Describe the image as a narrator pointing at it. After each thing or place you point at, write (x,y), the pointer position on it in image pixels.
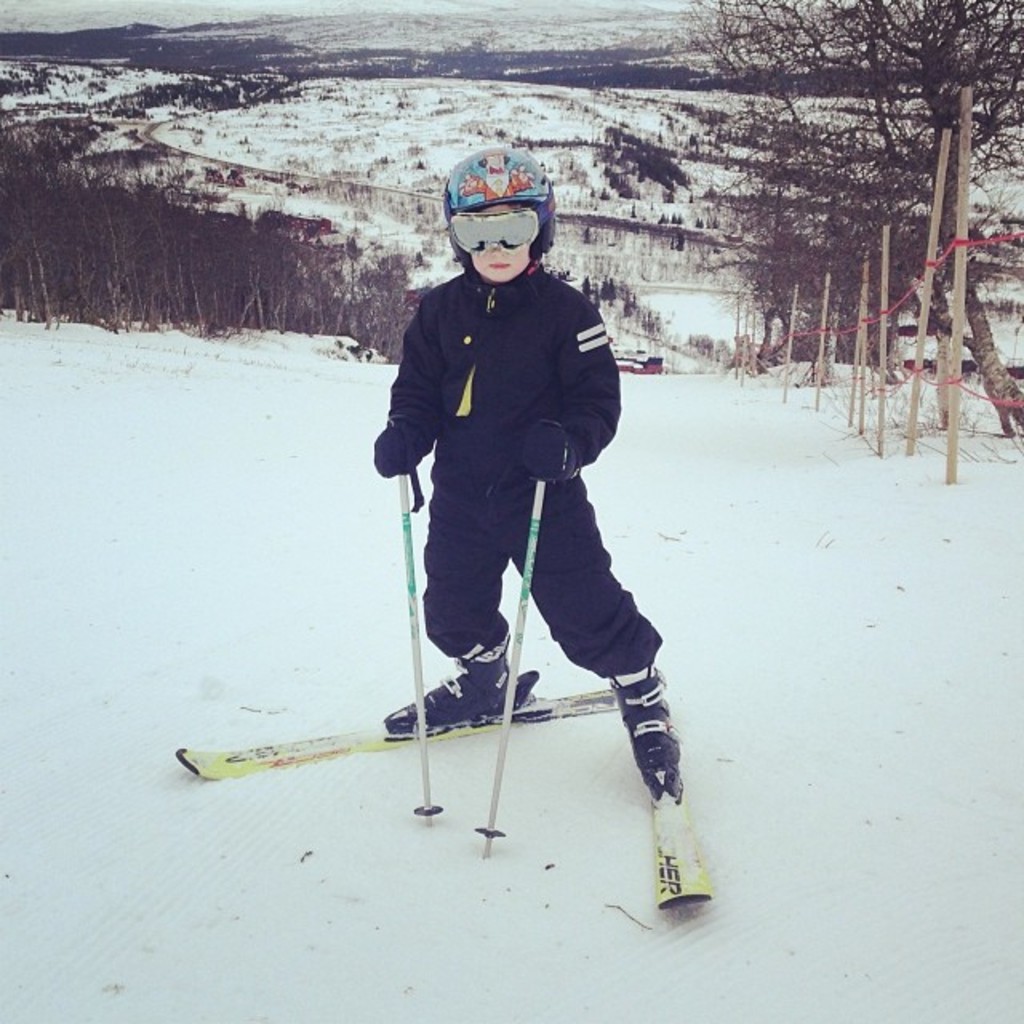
In this picture we can see a person (481,360) wore jacket (449,347), goggle (499,229), helmet (519,166). He is skating with the skis (339,744) on the snow (143,504) beside to him we can see fence (959,205) with the wooden stick (952,396) and in background (839,103) we can see tree (723,59), some area (390,66).
